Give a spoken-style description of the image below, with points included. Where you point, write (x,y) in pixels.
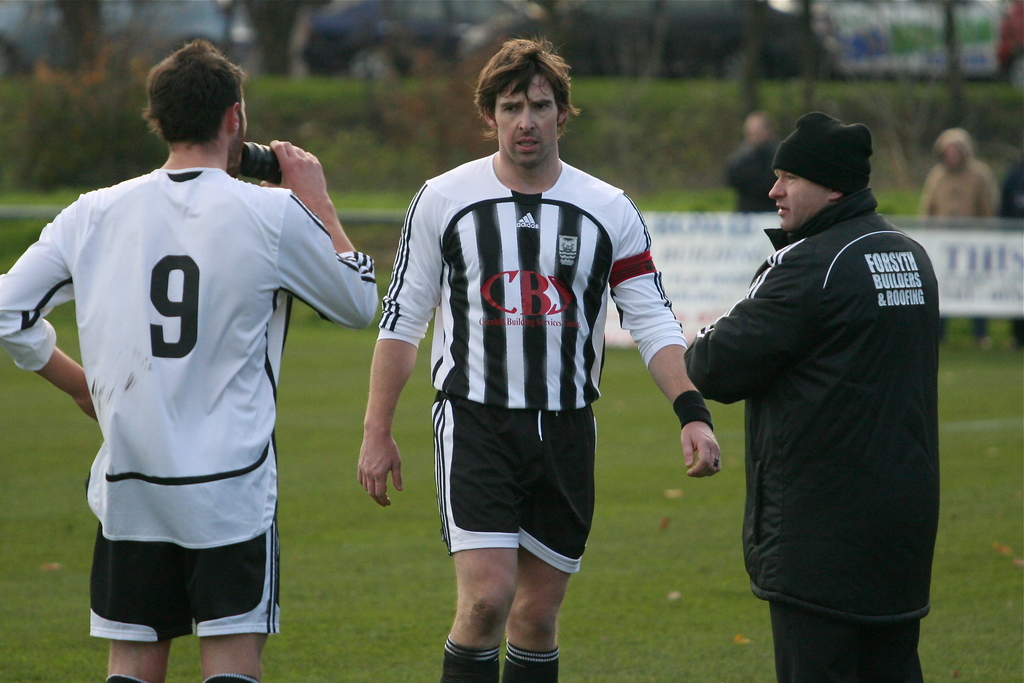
In this image I can see three persons (840,329) standing. The person (513,291) in front (546,287) wearing black and white dress (195,366). Background (655,106) I can see two other persons (749,123) standing, trees (420,89) and grass (324,417) in green color.
